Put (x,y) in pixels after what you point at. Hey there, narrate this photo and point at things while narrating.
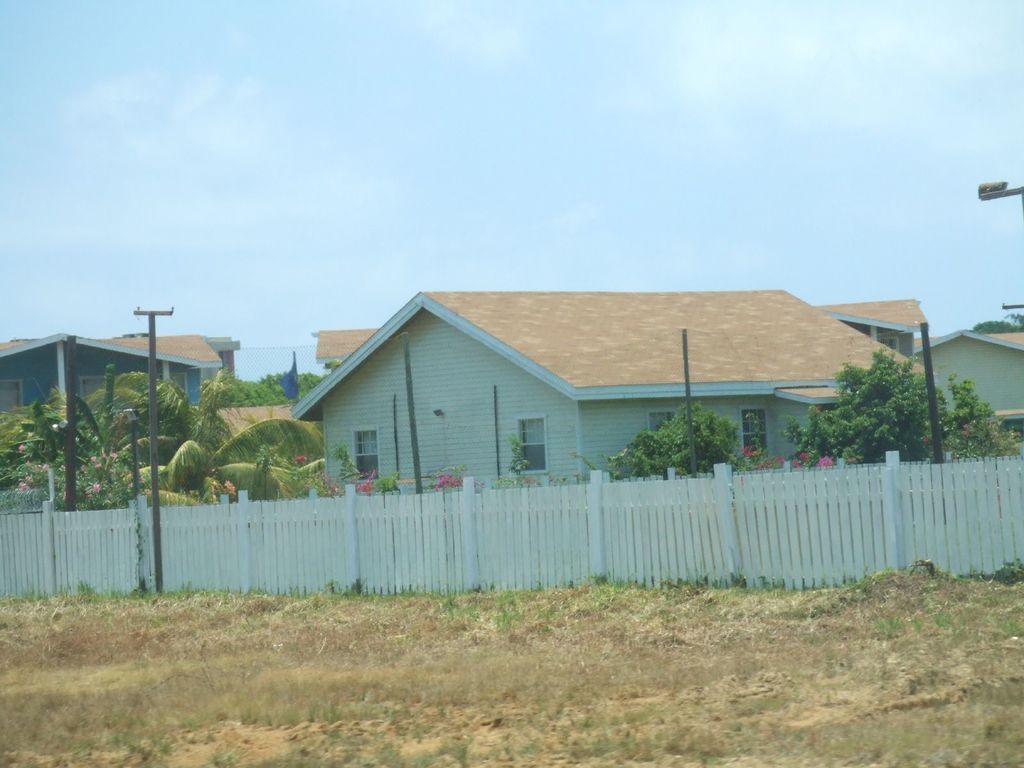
In this image in the center (495,439) there are some houses (391,466), trees (169,470), poles (155,375), flowers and a fence (263,548). At the bottom (385,678) there is grass (904,628), on the top of the image (328,189) there is sky (732,210).
